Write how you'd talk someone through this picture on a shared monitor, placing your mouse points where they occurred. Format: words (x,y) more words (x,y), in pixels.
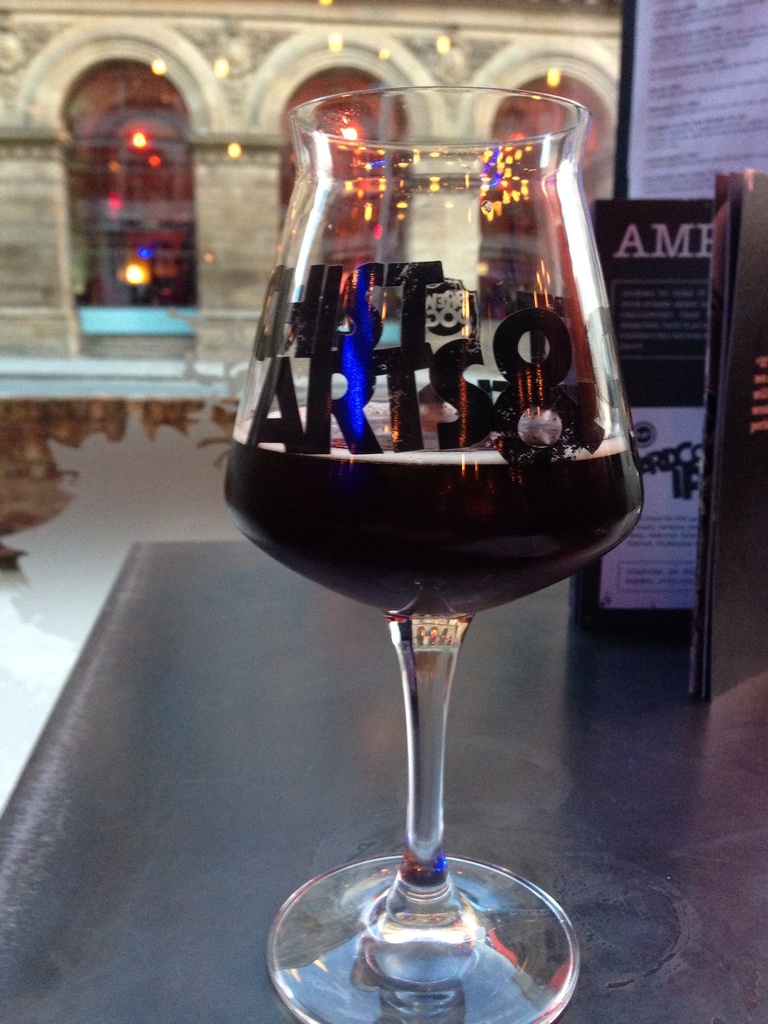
In this picture we can see one glass (465,617) with liquid (473,540), book (646,289), behind we can see the building (45,122) and one board (723,86) are placed.
